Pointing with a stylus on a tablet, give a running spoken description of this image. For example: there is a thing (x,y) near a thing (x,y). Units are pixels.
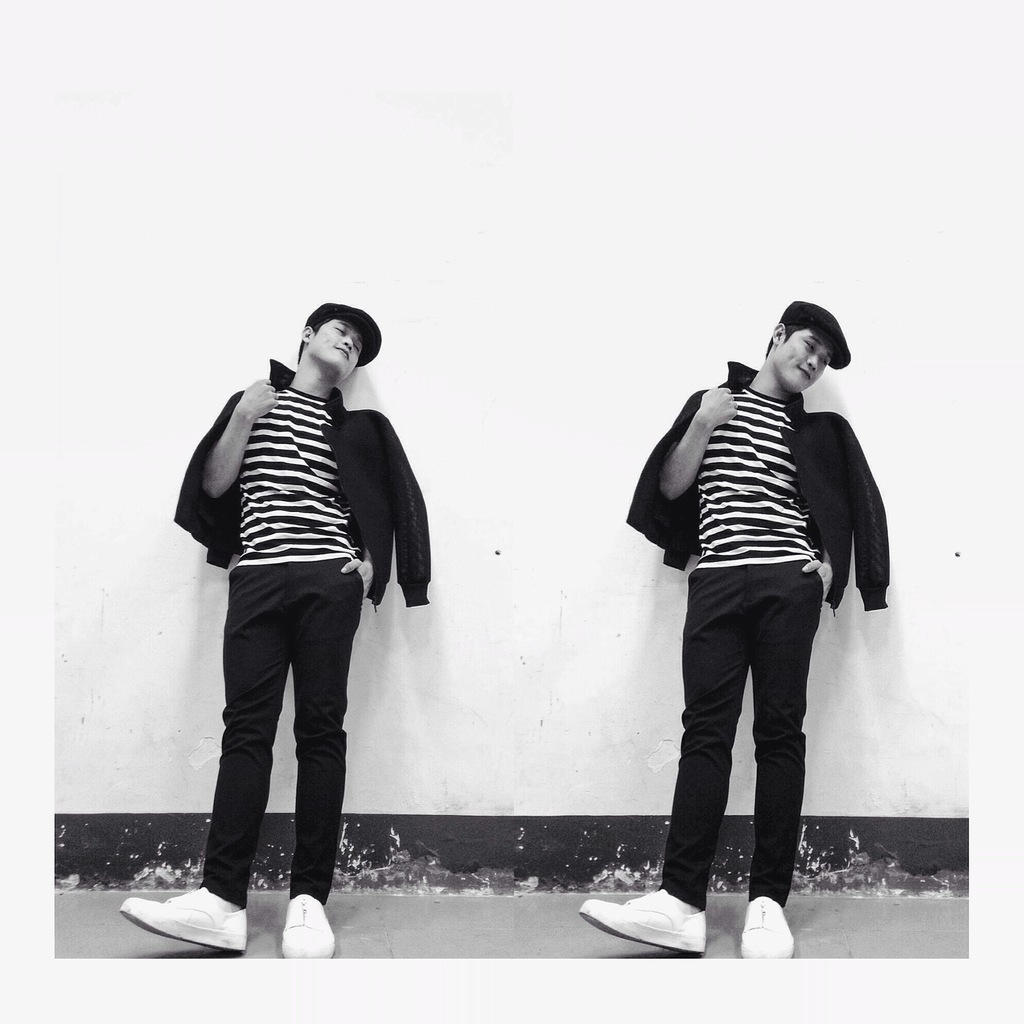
This is a black and white picture. In the foreground of the picture (751,487) there are two persons (288,621) standing wearing a hat (813,326) and jacket (388,489), they are leaning on a wall (490,346). The Wall (558,172) is painted white.
